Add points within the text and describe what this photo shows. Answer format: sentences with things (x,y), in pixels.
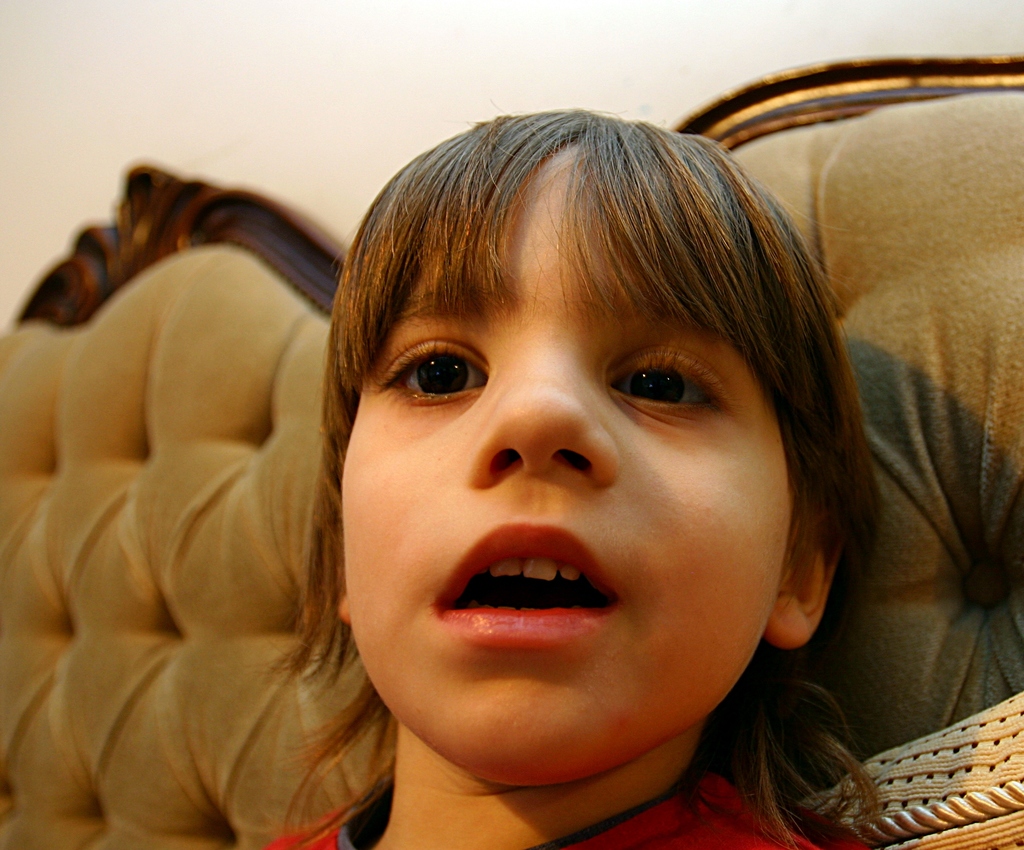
In this image there is a girl (418,567) sitting in the sofa (253,771) by opening her mouth (504,590). In the background (256,99) there is a wall (284,131).
